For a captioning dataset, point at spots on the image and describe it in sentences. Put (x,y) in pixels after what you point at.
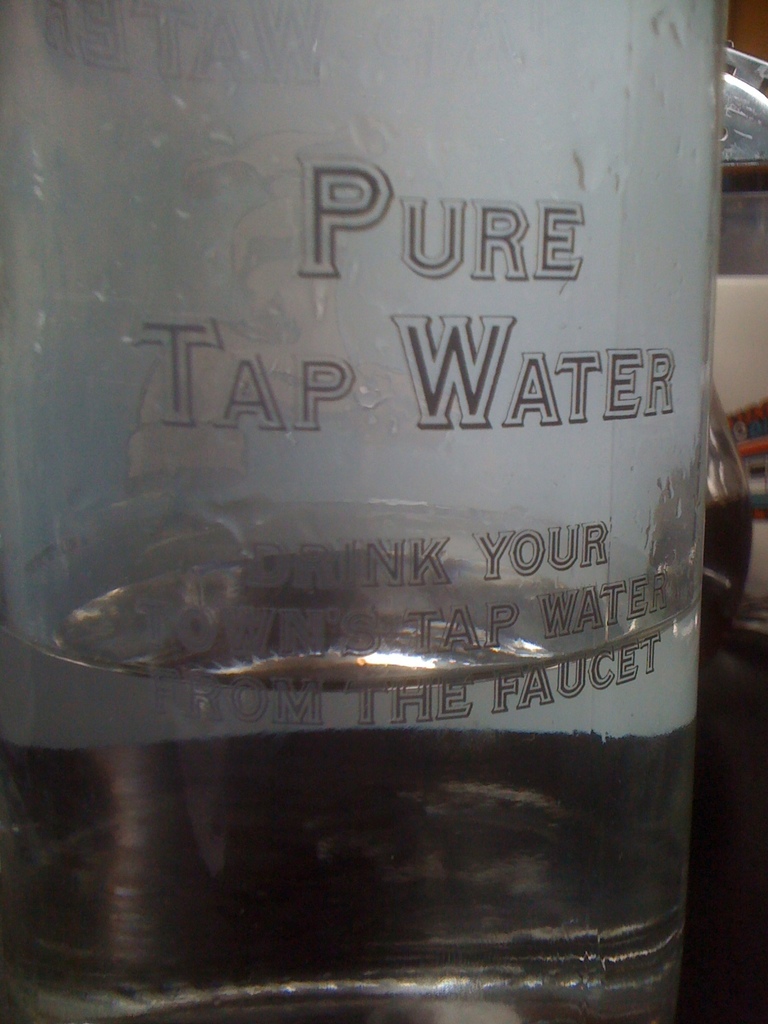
In this image I can see a bottle (513,538). In that bottle (228,857) there are some water (266,743).
